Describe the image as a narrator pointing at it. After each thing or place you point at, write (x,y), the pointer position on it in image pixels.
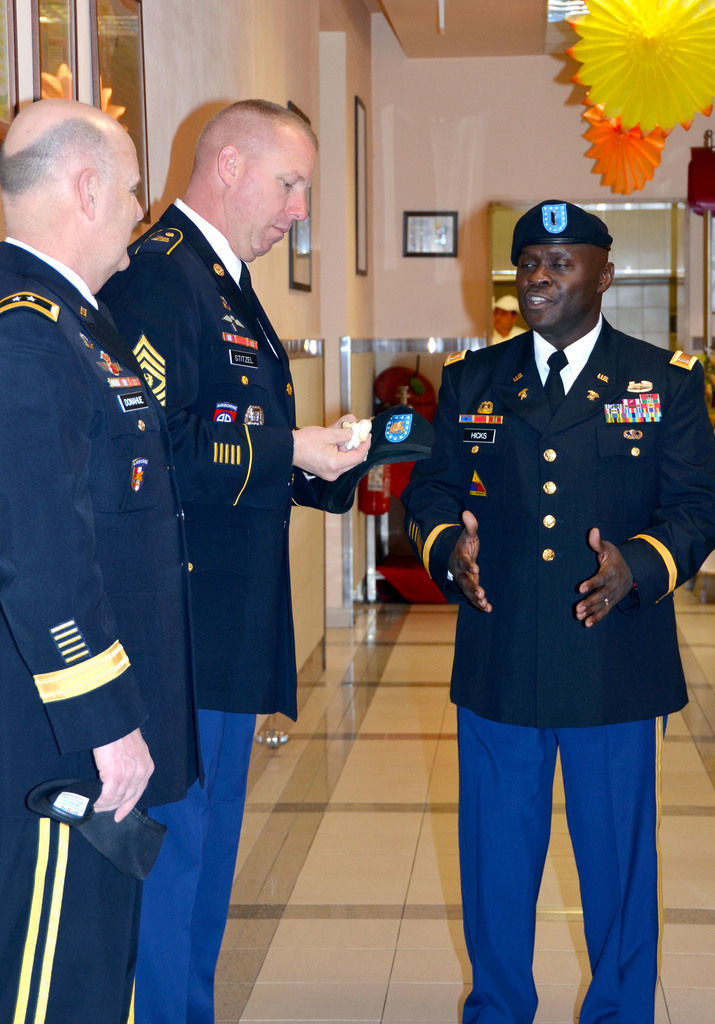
In the image we can see there are men (600,589) standing and there is a man (347,466) holding an object (359,436) in his hand (325,470). There are decorative items (630,134) hanging from the top and there are photo frames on the wall (447,188).
